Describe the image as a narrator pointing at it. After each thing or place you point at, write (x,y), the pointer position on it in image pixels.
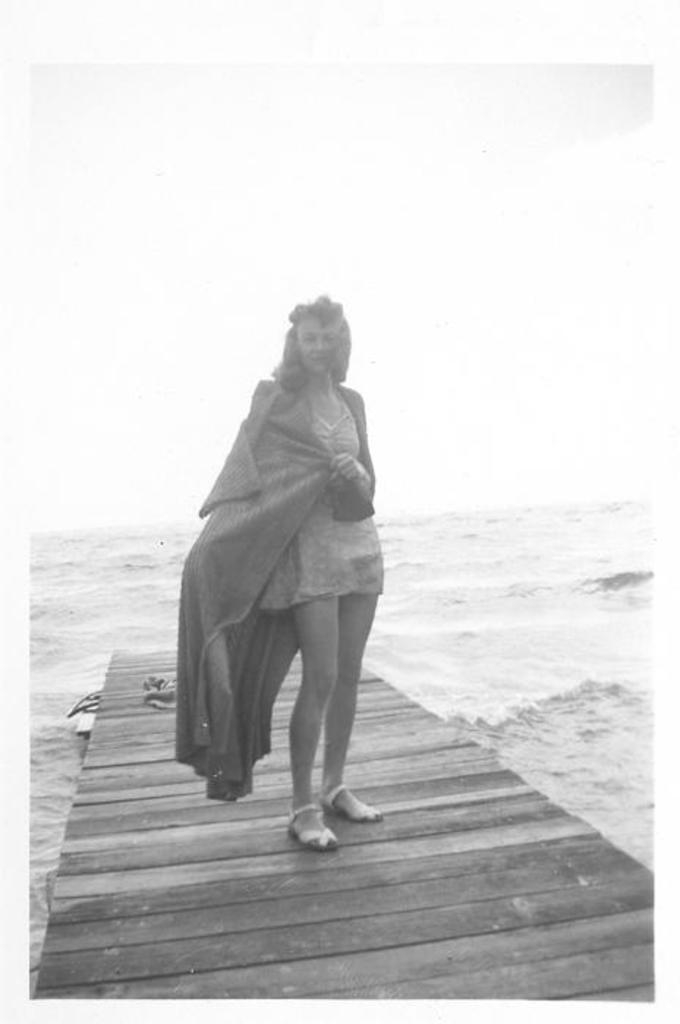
In this picture we can see a woman (362,545), she is standing on the bridge (406,855), in the background (553,610) we can see water (544,657), and it is a black and white photography.
